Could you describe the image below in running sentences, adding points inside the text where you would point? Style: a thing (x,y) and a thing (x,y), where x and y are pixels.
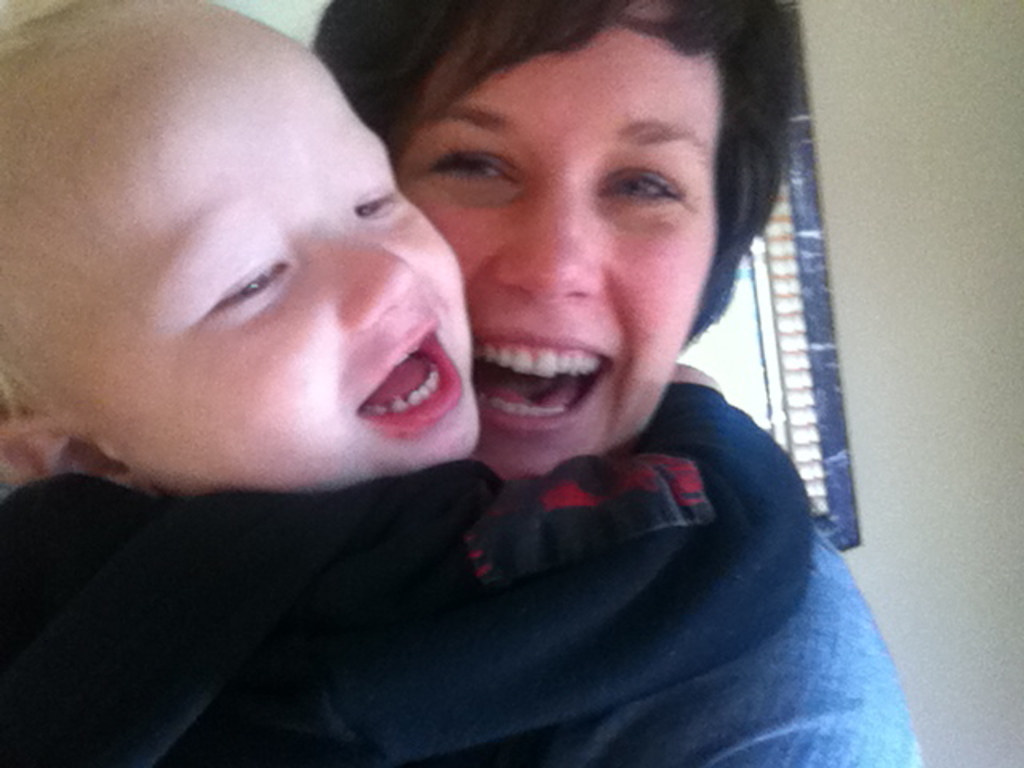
Here in this picture we can see a woman (582,192) carrying a baby (422,581) in her hands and we can see both of them are smiling and behind them we can see a window (745,299) present over there.
